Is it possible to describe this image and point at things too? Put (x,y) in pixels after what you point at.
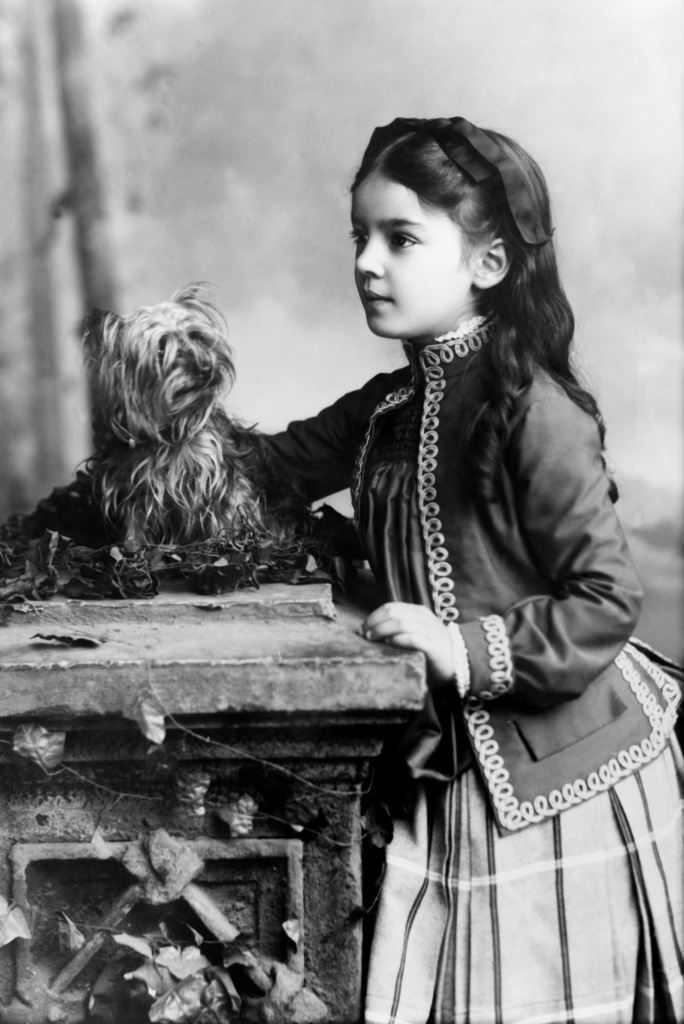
In the image we can see there is a girl (505,730) who is standing and in front of her there is a dog (187,466) on the table (195,665) and the image is in black and white colour.
